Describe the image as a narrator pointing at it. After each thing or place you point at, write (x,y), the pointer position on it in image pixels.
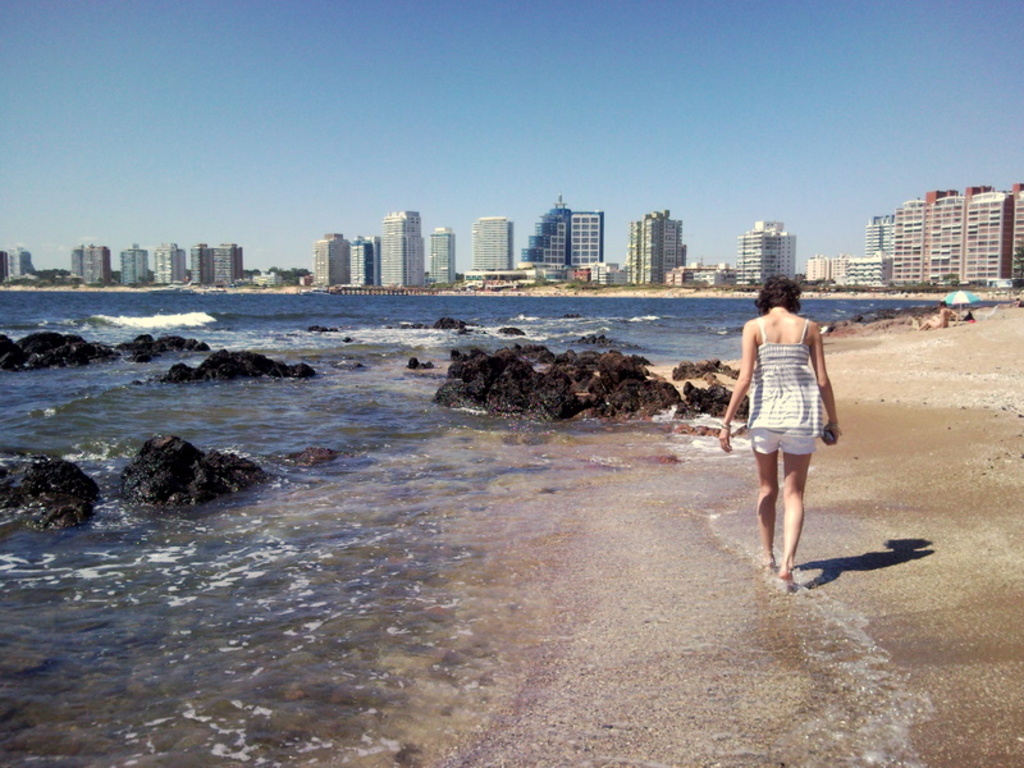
In this image there are buildings (755,253), trees (53,280) and sky (519,116). At the bottom (263,540) there is water (262,576) and we can see rocks (557,363). On the right (807,352) there is a person (769,479).
